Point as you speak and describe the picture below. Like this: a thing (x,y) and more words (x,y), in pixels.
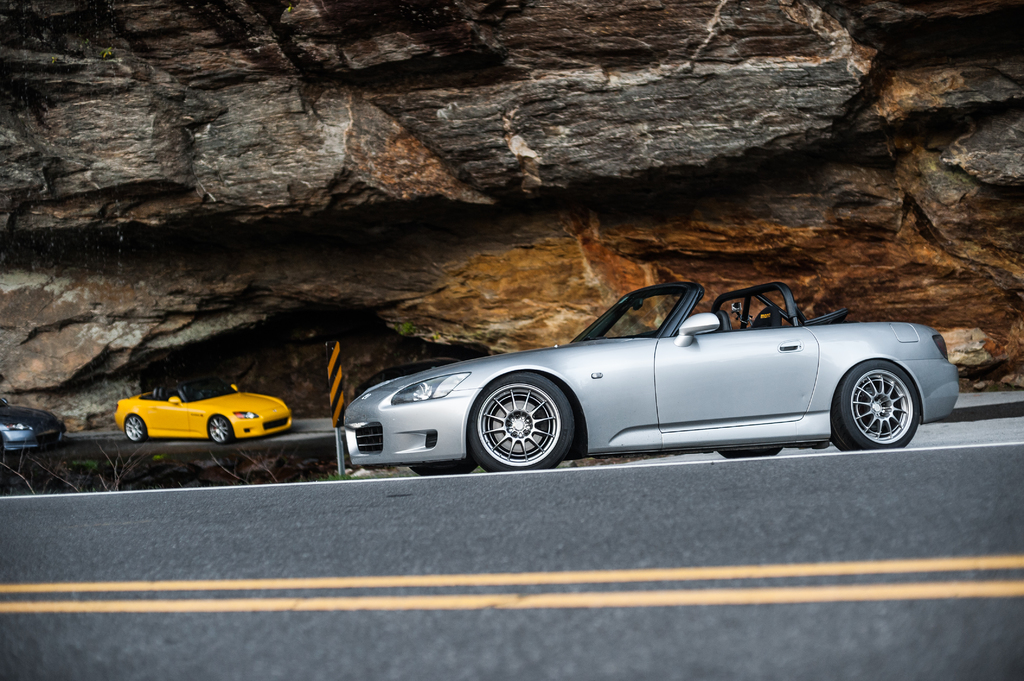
In this image there are cars (797,368) on the road (319,547), under the rock (333,337).
